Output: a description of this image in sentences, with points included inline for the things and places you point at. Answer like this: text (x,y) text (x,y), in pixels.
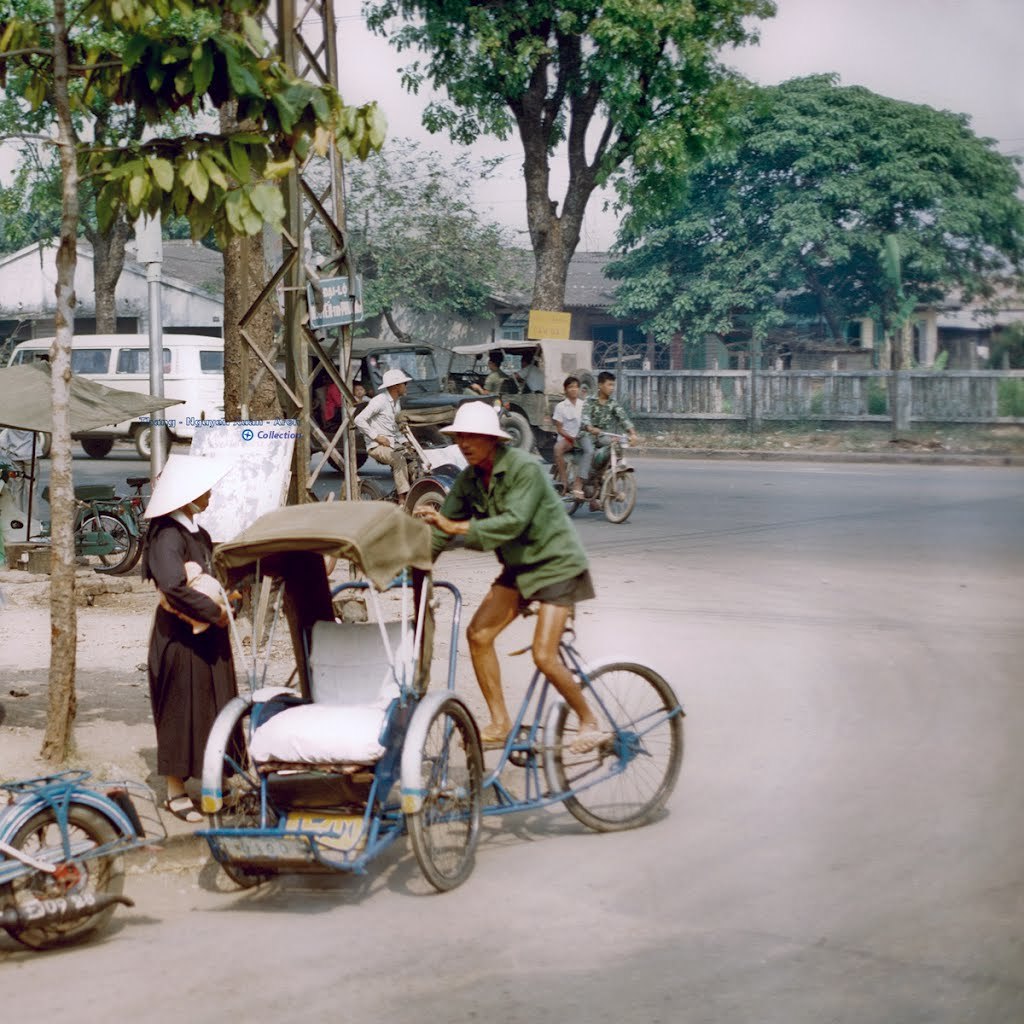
In this image we can see group of people (530,558) riding vehicles (447,798) on the ground (138,693). A woman (154,705) is wearing a hat (192,497) is standing on the ground (172,823). In the background (647,393), we can see a group of trees (255,166), metal framed (291,355), fence (634,392), buildings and the sky (558,173).
